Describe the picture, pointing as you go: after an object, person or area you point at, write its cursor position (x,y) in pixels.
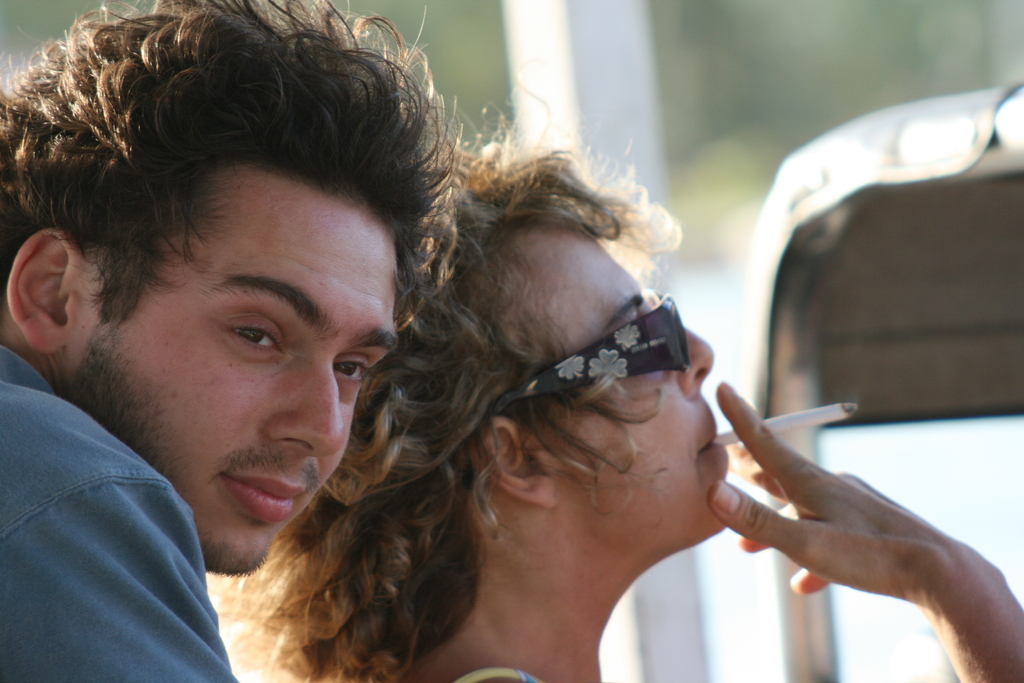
In the picture I can see two persons (281,451) among them one person (680,432) is smoking cigarette (783,422).
